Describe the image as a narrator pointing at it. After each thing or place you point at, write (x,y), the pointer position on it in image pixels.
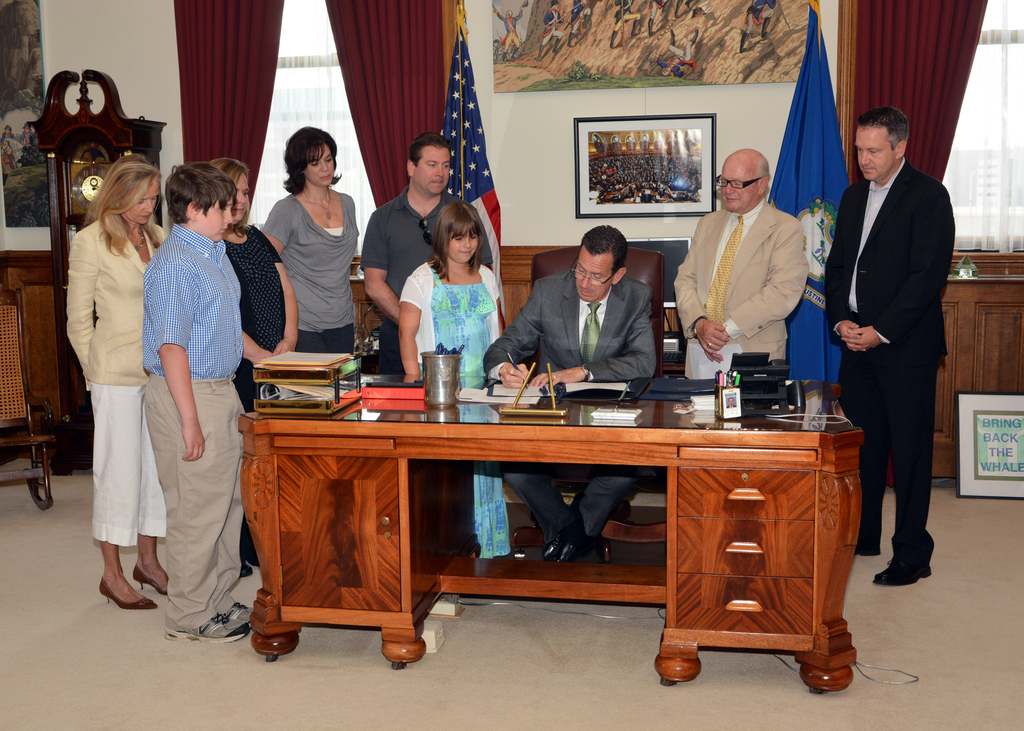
This is the picture of a room (1003,224) where we have a group of people (108,353) standing and a guy (654,353) sitting on the chair (657,366) in front of the table (487,446) on which there are some books (638,393) and some things (606,414) and behind them there is a photo frame (643,141) and two flags (795,136) to the wall (554,145).
